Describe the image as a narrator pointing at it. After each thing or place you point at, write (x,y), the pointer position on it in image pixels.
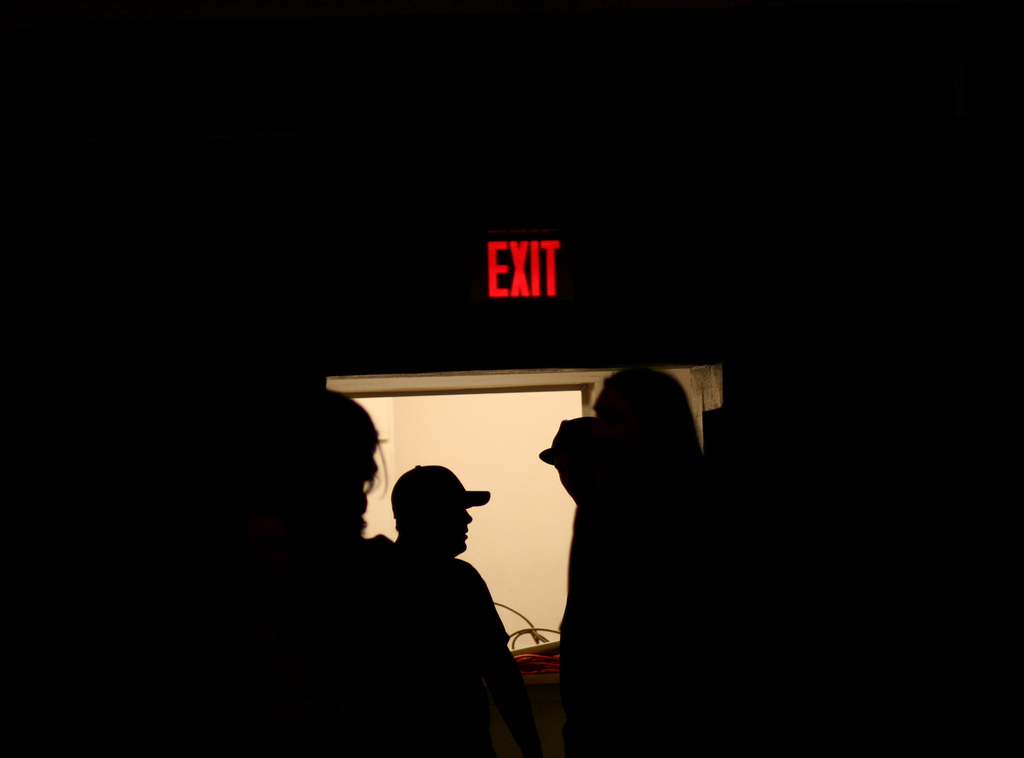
In this image I can see few people (684,586), exit board (540,236) and dark background (283,283).
